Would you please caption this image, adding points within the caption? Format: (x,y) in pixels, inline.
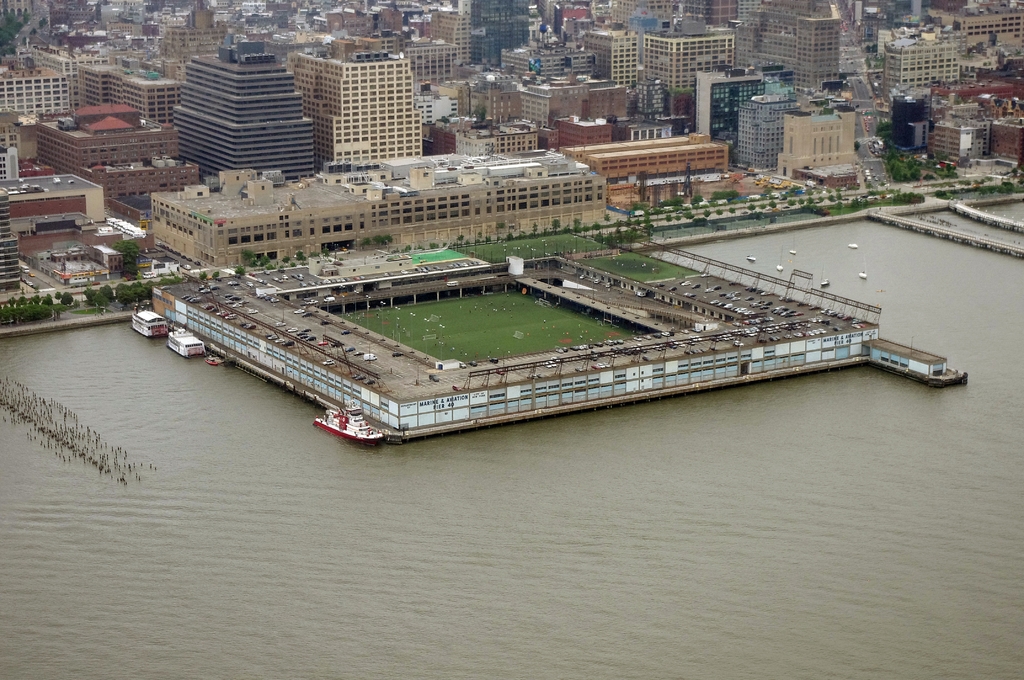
In this image there is water (358,480), and there is some boats (364,433) sailing on the water (437,505), in the background of the image (432,338) there is a stadium (450,286) and there are buildings (486,93) and trees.
